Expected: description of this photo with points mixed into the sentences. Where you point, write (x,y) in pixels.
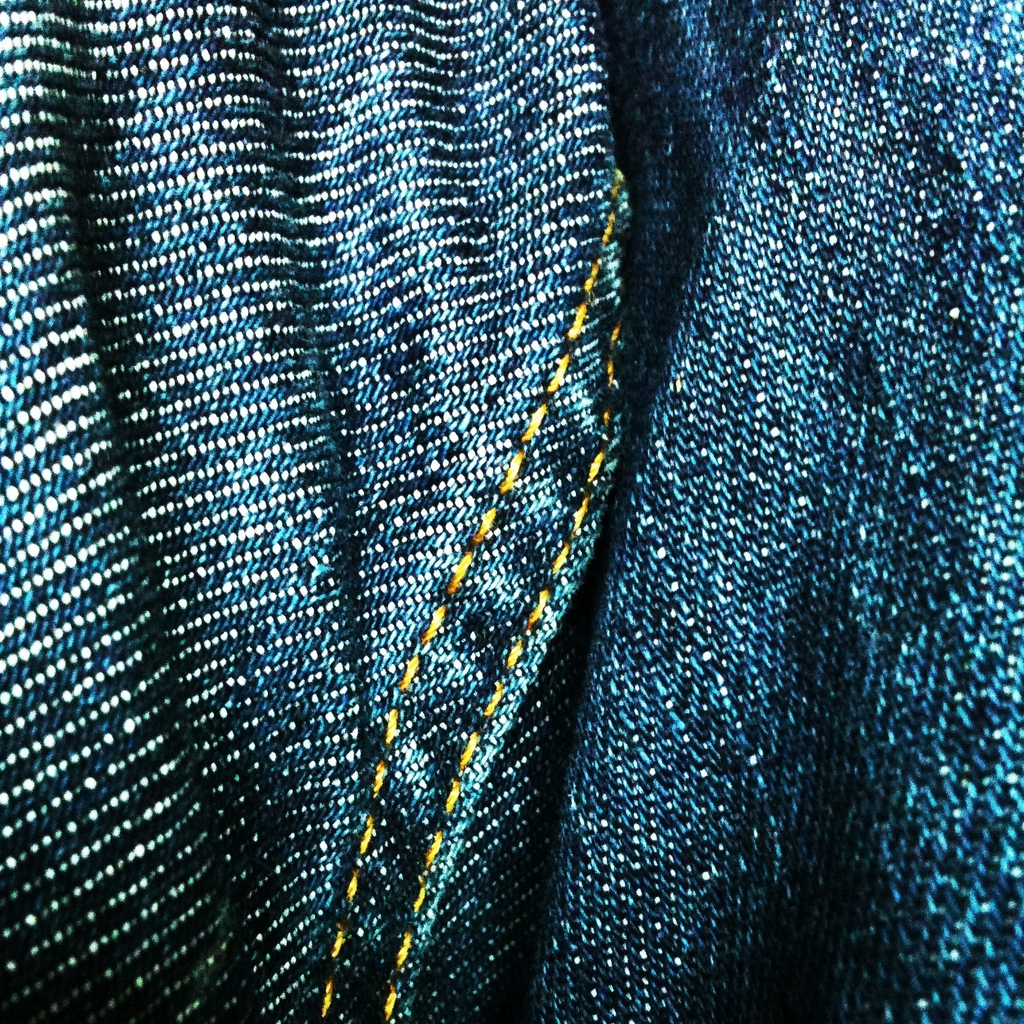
In this image we can see a blue color jeans cloth (415,421).
